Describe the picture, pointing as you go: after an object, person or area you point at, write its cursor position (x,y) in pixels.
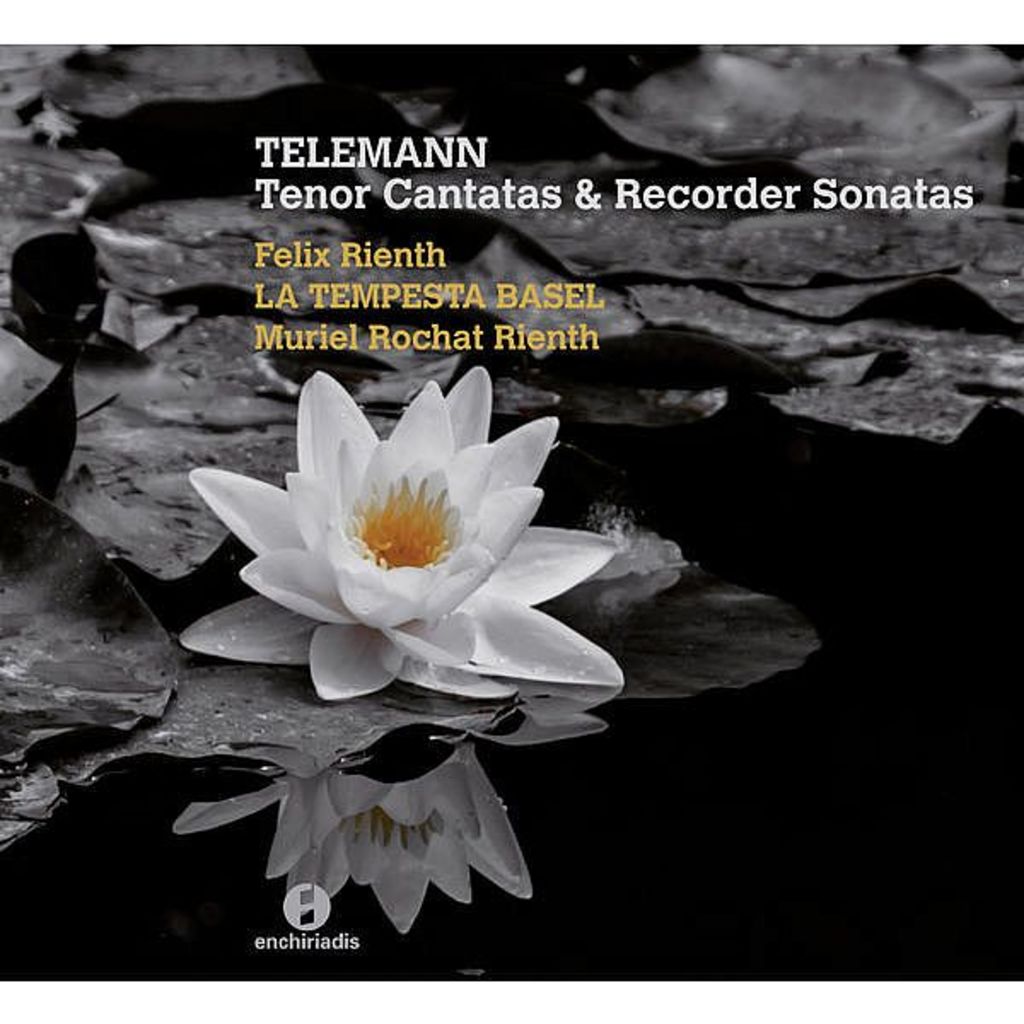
This is a zoomed in picture. In the center (395,598) there is a white color flower (447,568) and we can see the leaves (211,718). In the foreground (657,853) there is a water body (815,766). At the top (450,331) there is a text (255,331) on the image.
